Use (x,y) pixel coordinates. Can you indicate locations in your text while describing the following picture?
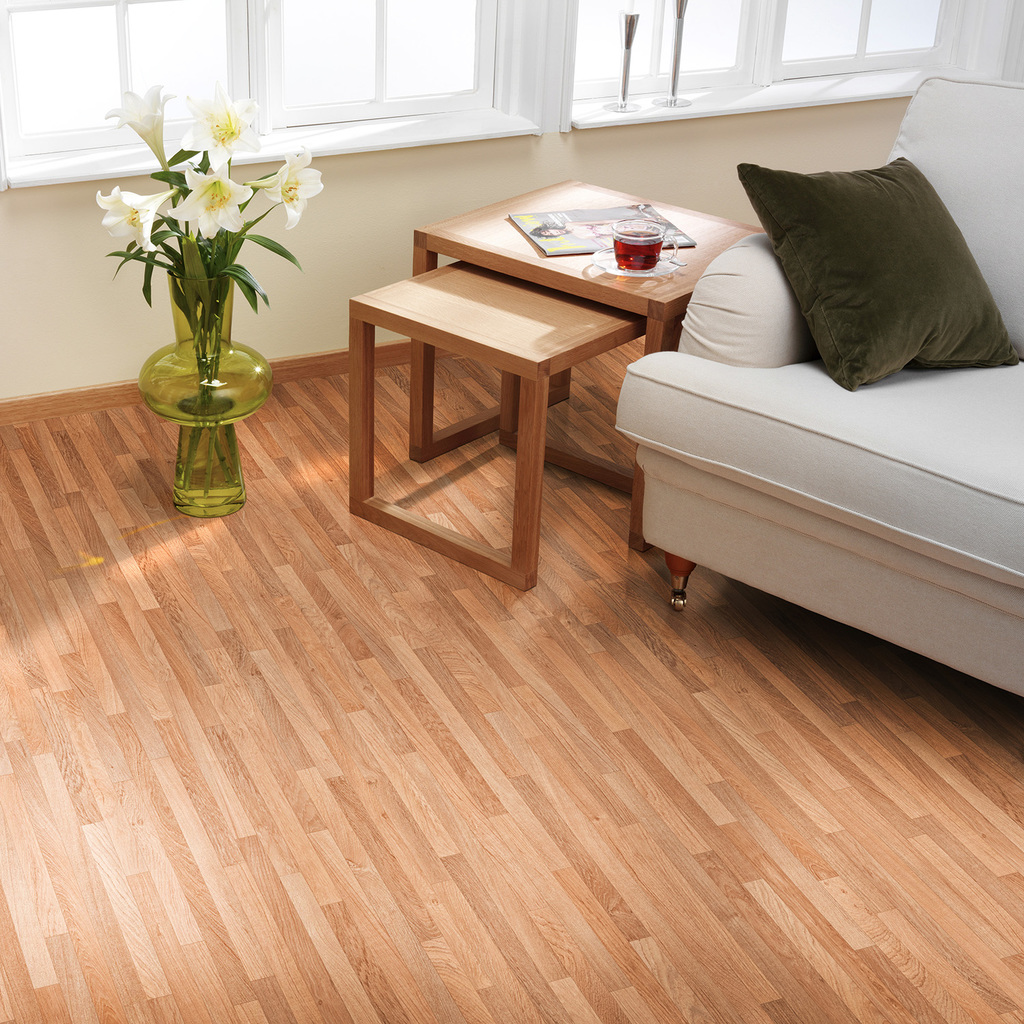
The image is taken in the room (416,407). In the center of the image (352,409) there is a table (515,582), next to it there is a flower vase (199,378) with white flowers (193,198) in it. On the right (703,461) there is a sofa (839,421) and a cushion (851,374) placed on the sofa (921,420). In the background (349,55) there are windows (690,39).
